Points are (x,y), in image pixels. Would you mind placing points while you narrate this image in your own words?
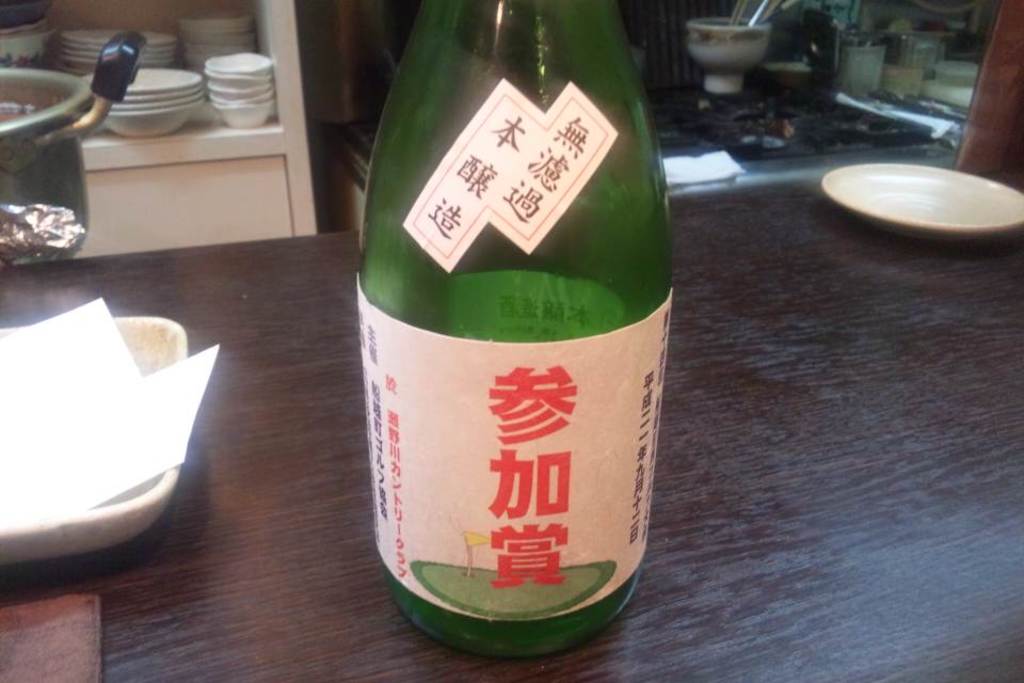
In the middle of the image (679,448) there is a table (237,614), On the table (252,629) there is a bottle (554,344). Top right side of the image (869,203) there is a saucer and there is a bowl (709,25) and there is a stove (780,111). Top left side of the image (1,29) there are some bowls (12,23). Bottom left side of the image (105,539) there is a tray (143,347).
